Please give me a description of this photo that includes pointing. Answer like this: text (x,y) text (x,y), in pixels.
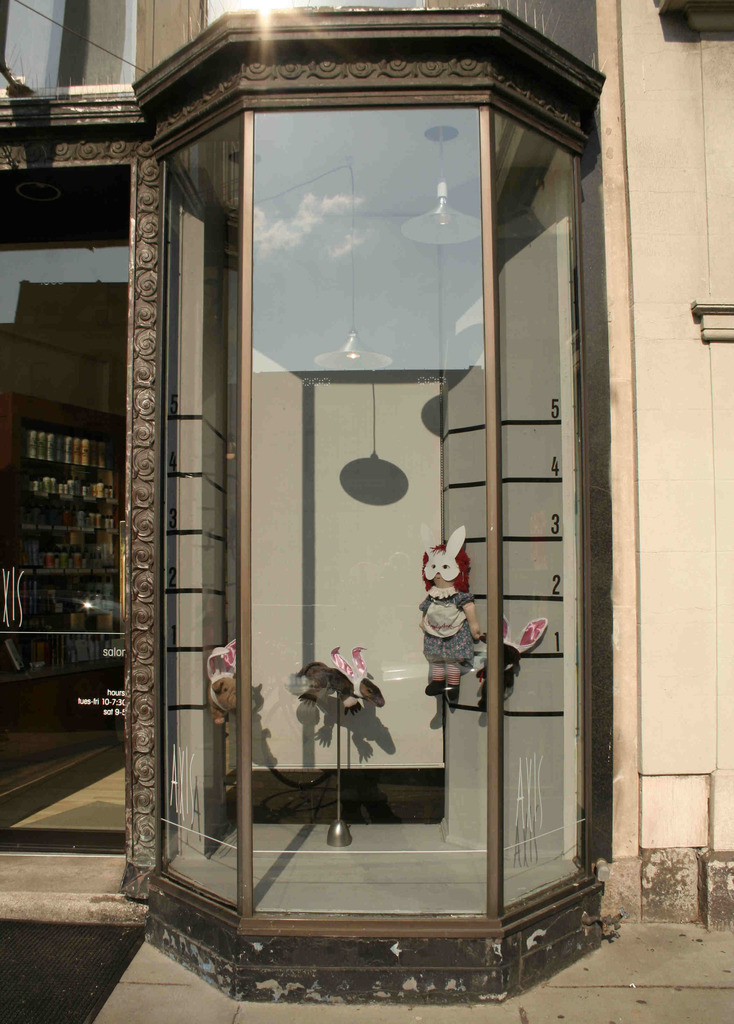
In this image we can see toys (350,685) placed on the stands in a glass room (335,265). We can also see electrical lights (436,209) hanging from the ceiling (413,166) of the room (420,445). In the background (677,711) we can see walls (726,822), floor (308,847), door (41,723) and objects (78,555) in the cupboard (41,614).
